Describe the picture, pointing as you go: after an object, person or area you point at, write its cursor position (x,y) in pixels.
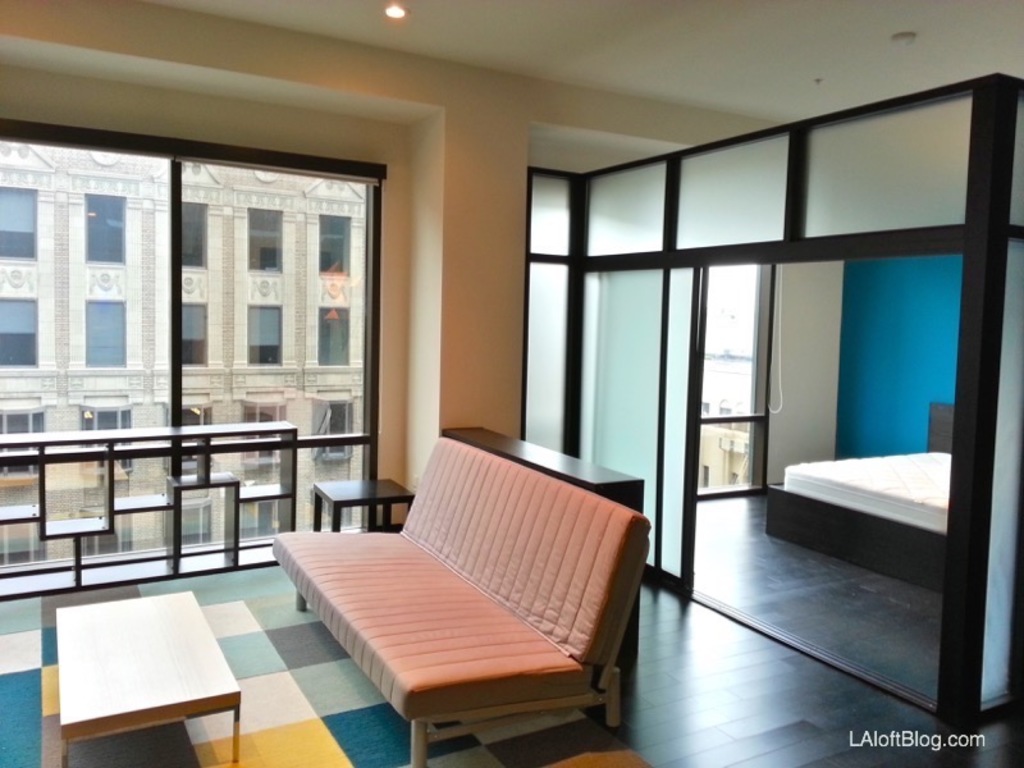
The image is taken in the room (653,572). In the center of the image (492,483) there is a sofa (421,521) and we can see tables (100,662). On the right (693,522) there is a door (660,288) and we can see a bed (836,553). In the background (207,237) we can see a building (120,305) through the glass (198,290).
